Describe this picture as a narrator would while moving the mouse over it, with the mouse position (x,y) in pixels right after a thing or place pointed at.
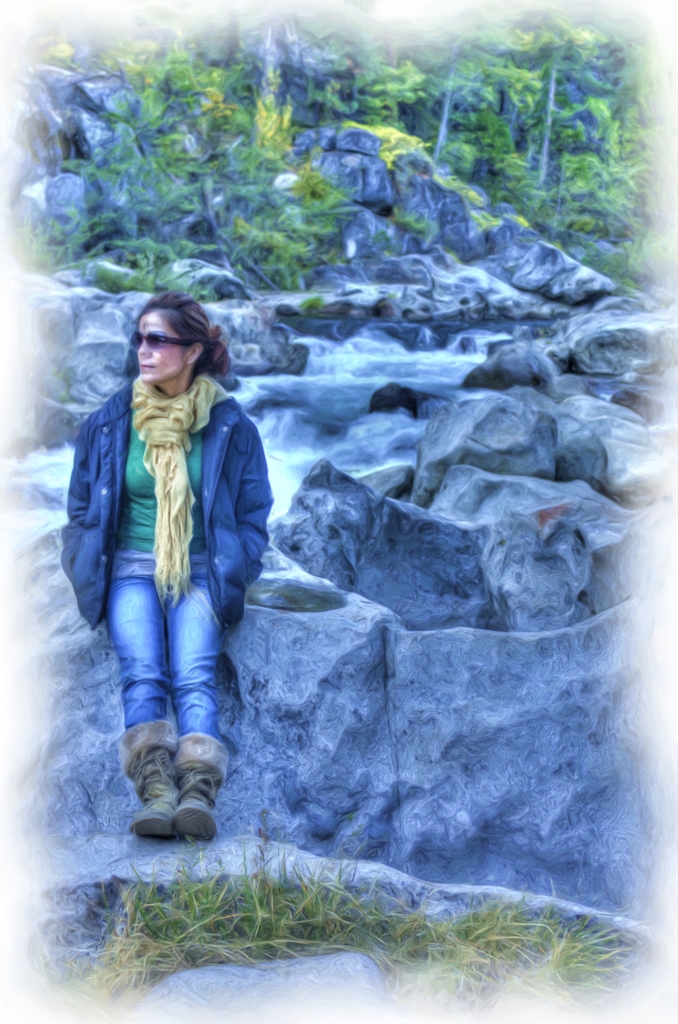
This is an edited image. In this image we can see a lady (209,597) sitting on stones (258,657). At the bottom of the image (241,910) there is grass (206,914). There is water (303,392) flowing on stones (322,490).
